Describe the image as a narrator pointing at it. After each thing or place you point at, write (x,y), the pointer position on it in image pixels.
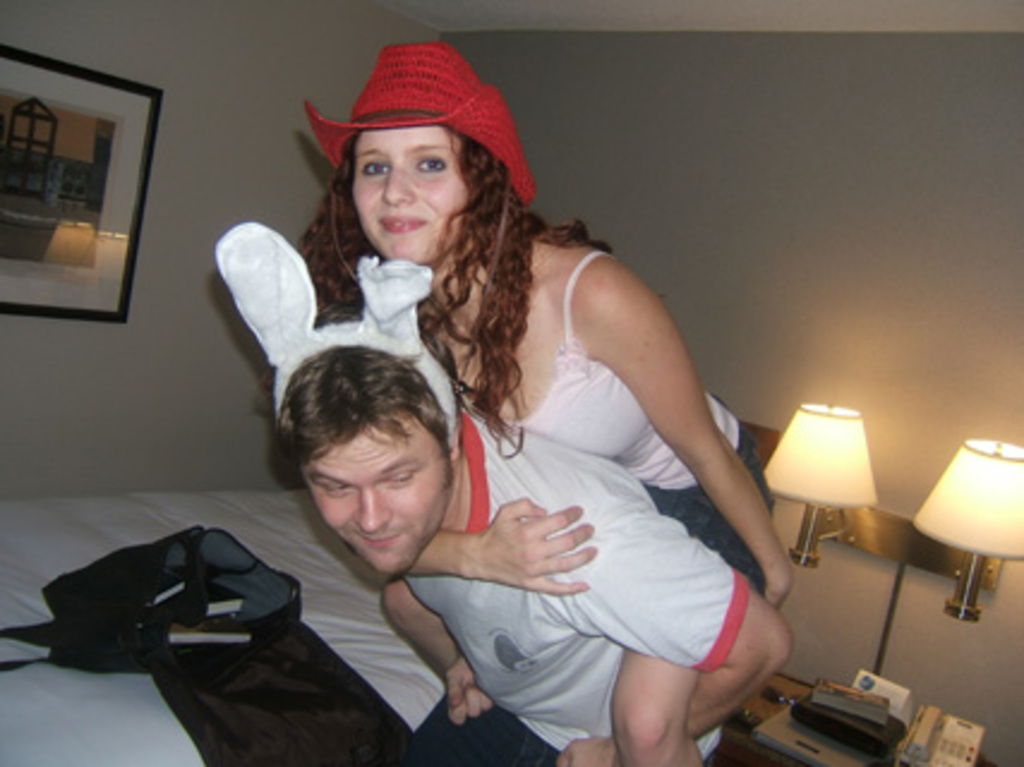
In this picture we can see a man (363,544) and woman (527,306), she wore a cap (463,96) and she is smiling, behind to them we can see few lights (822,445), telephone (928,724) and other things (861,693) on the table (839,687), and also we can see a frame (120,187) on the wall (184,130).
